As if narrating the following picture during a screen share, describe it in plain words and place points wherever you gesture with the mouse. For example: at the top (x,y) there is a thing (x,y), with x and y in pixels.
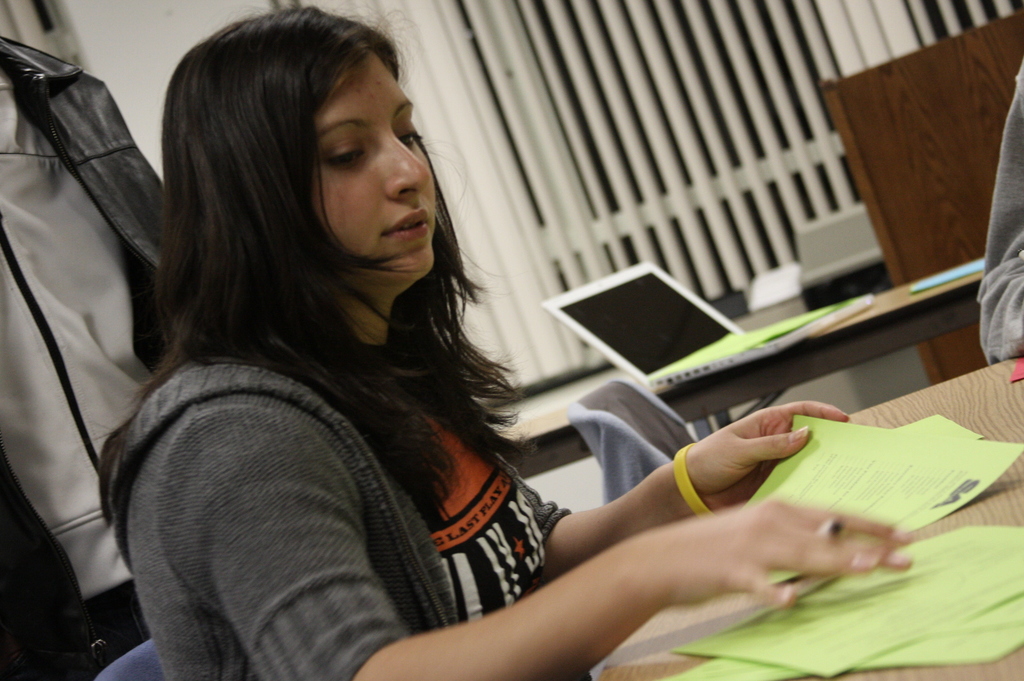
In this image, we can see a woman (344,609) is sitting on the chair (138,661) and holding some objects (873,497). Here there is a wooden table (1012,492), few papers (988,544) are placed on it. Background (623,430) we can see chair (609,433), laptop (721,368), table (851,324), few objects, grill (820,200) and wall (201,24). On the left side of the image (68,455), we can see a person (58,499) is standing. On the right side of the image (1012,209), we can see cloth (1009,234).
